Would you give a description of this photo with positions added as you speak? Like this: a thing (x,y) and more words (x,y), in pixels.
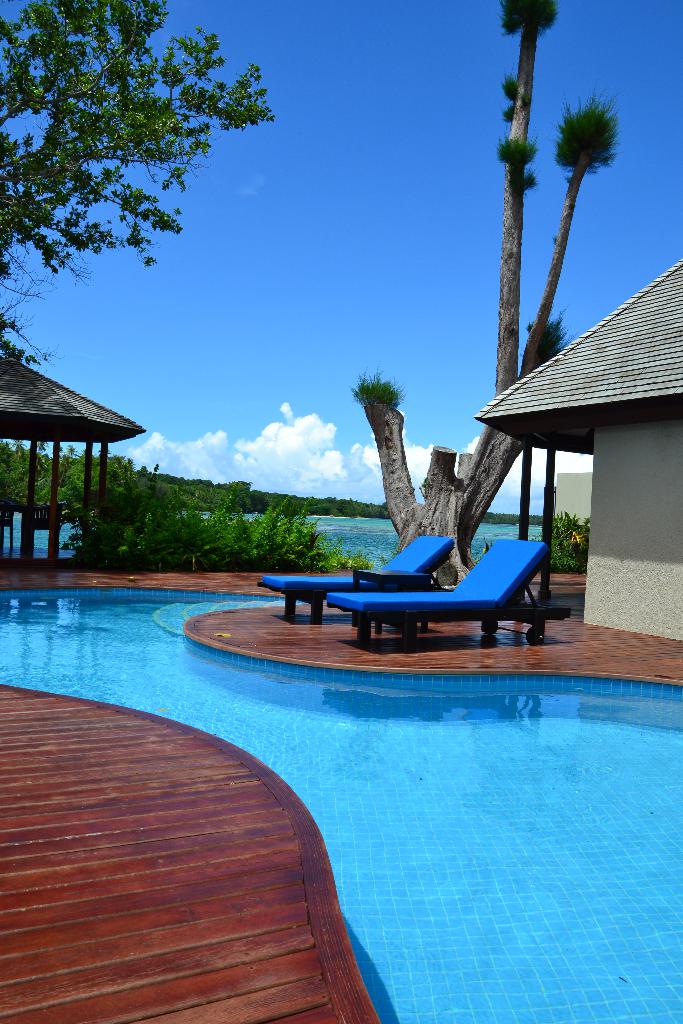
In this picture we can observe a swimming pool (277,754). There are two chairs (459,597) on the floor (382,651). We can observe house (619,435) on the right side (626,406). There are some plants (141,497) and trees (392,422). In the background (277,224) there is a sky (306,288) with some clouds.
